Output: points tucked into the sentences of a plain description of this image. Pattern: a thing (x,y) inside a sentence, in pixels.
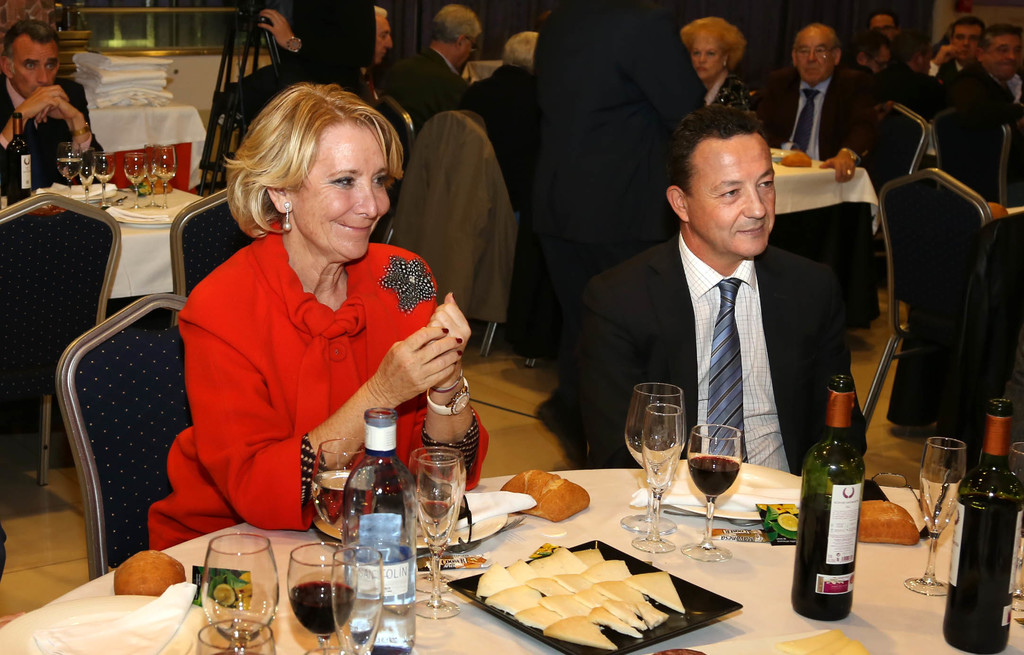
In this Image I see a woman (391,248) and man (593,321) who are sitting on chairs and both of them are smiling, I can also see a table (8,652) in front of them on which there are glasses (235,623), bottles (992,650) and food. In the background (476,345) I see number of people (613,213) who are also sitting on chairs (11,315) and I see number of tables (156,105).
